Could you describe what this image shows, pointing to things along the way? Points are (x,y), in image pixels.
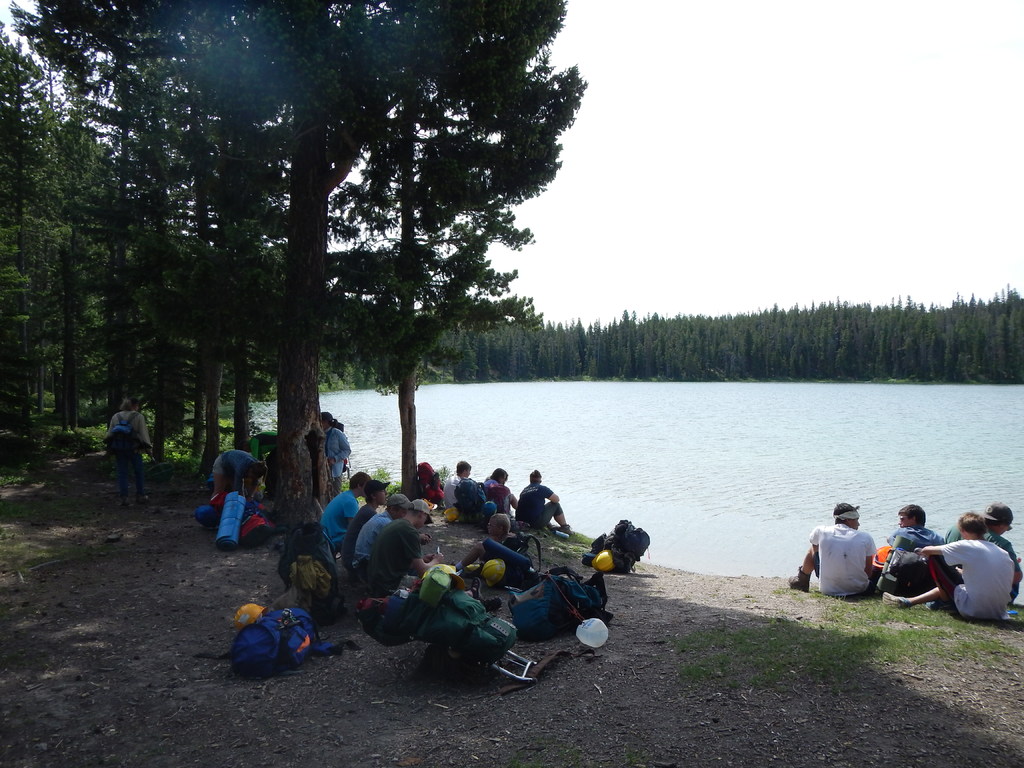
In this image there are group of people (947,587) sitting, bags (477,642), helmets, water (643,523), trees (33,66), and in the background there is sky (622,277).
